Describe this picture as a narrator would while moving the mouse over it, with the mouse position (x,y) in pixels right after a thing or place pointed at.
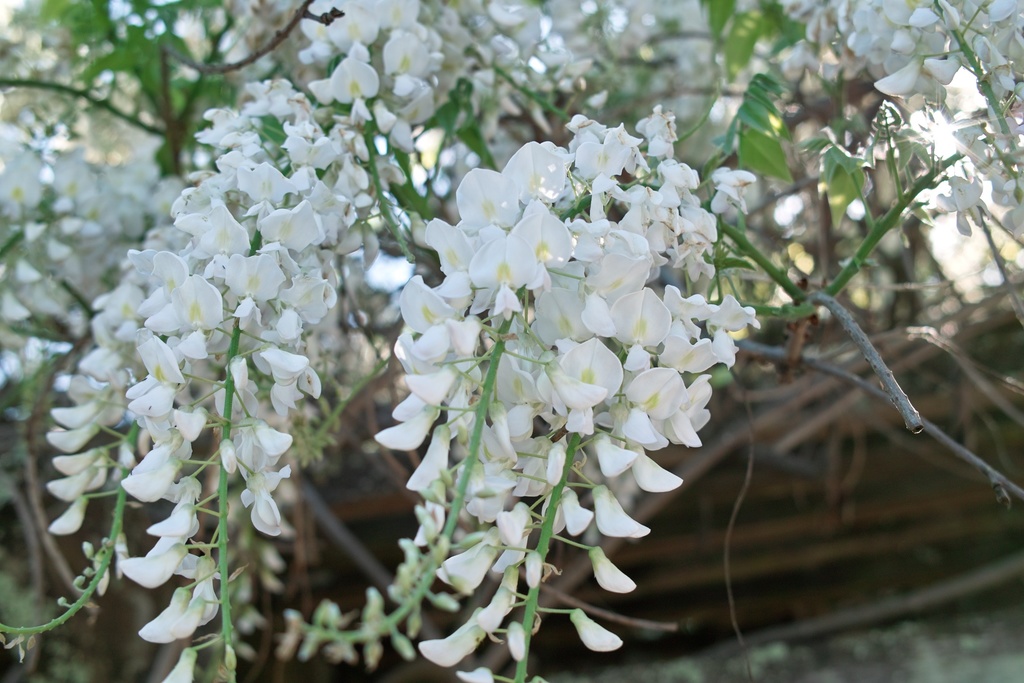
As we can see in the image there are trees (1005,399) and flowers (291,224).
